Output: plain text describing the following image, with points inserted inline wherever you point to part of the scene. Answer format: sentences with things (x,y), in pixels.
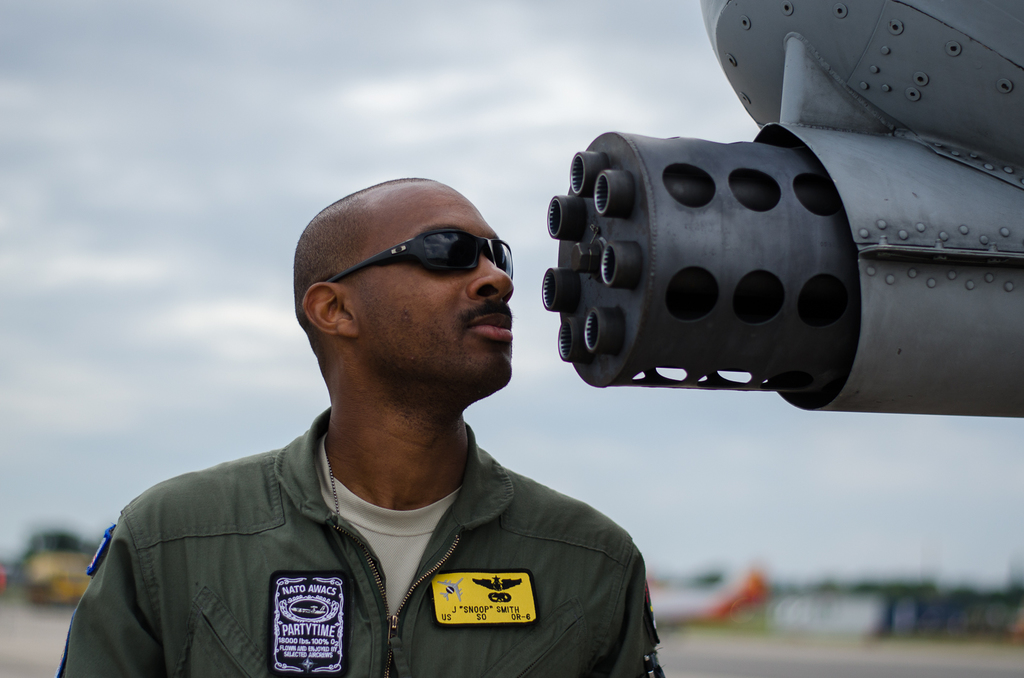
In this picture we can see a person (407,543), he is wearing a goggles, here we can see an object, at the back of him we can see some objects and it is blurry and we can see sky (307,159) in the background (267,152).
